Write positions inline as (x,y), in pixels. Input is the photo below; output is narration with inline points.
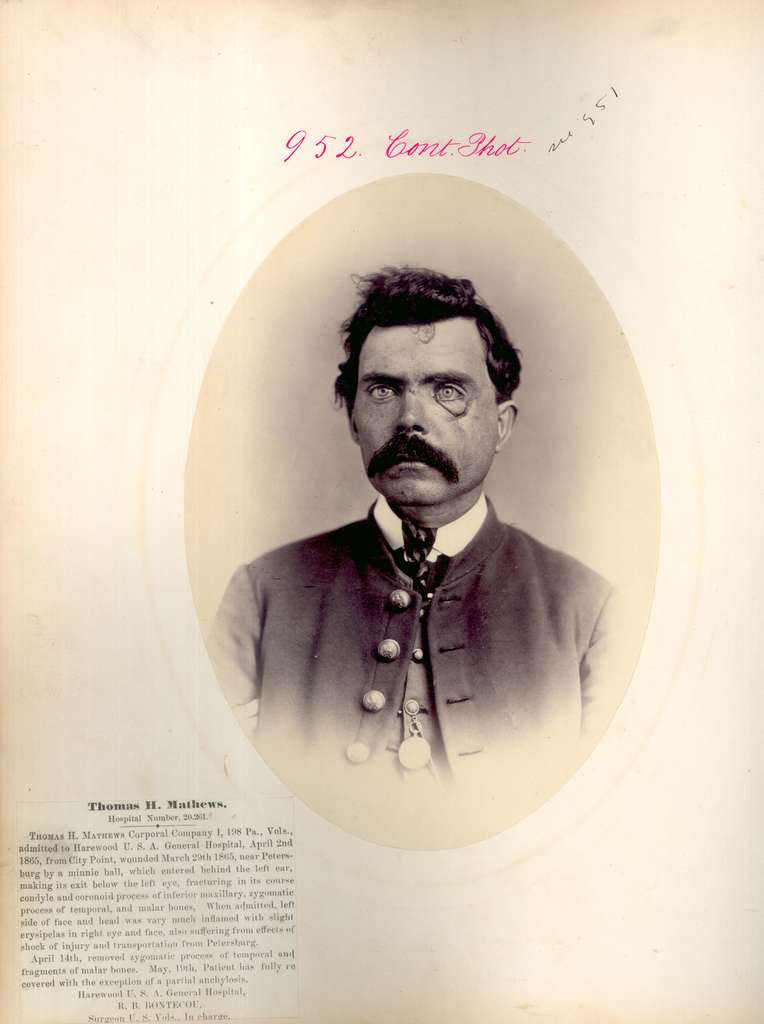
In this picture we can see a paper (660,751), in the paper (564,524) we can find a man (357,544) and some text (116,827).
